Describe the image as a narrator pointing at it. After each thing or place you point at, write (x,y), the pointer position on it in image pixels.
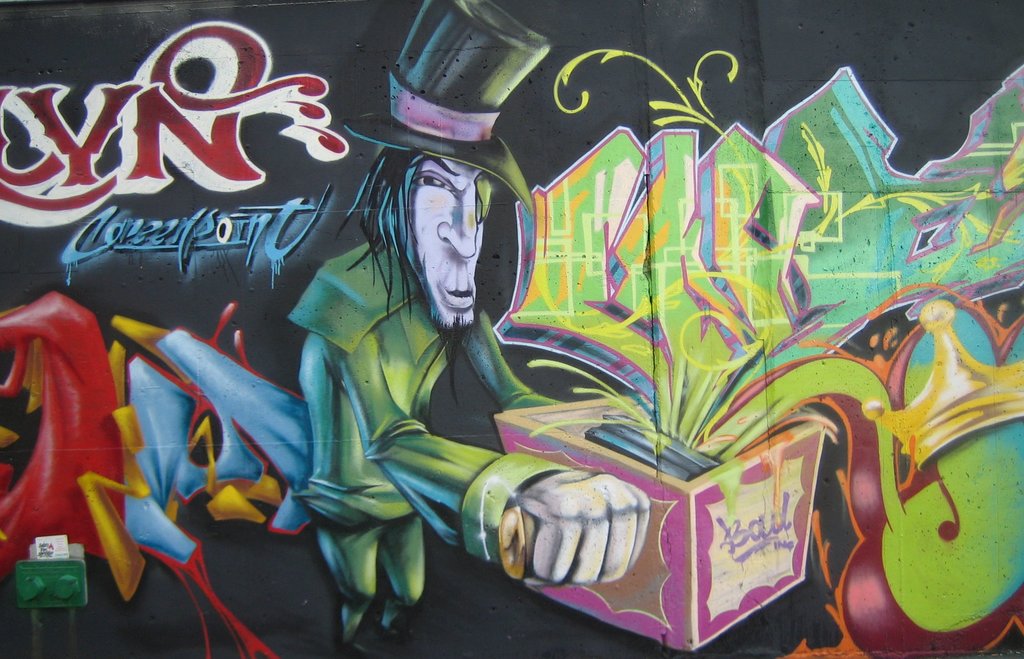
In the picture we can see a painting (949,554) of a cartoon man (581,554), he is wearing a green dress (509,487) with a hat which is black in color and holding some box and streaks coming out of that box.
